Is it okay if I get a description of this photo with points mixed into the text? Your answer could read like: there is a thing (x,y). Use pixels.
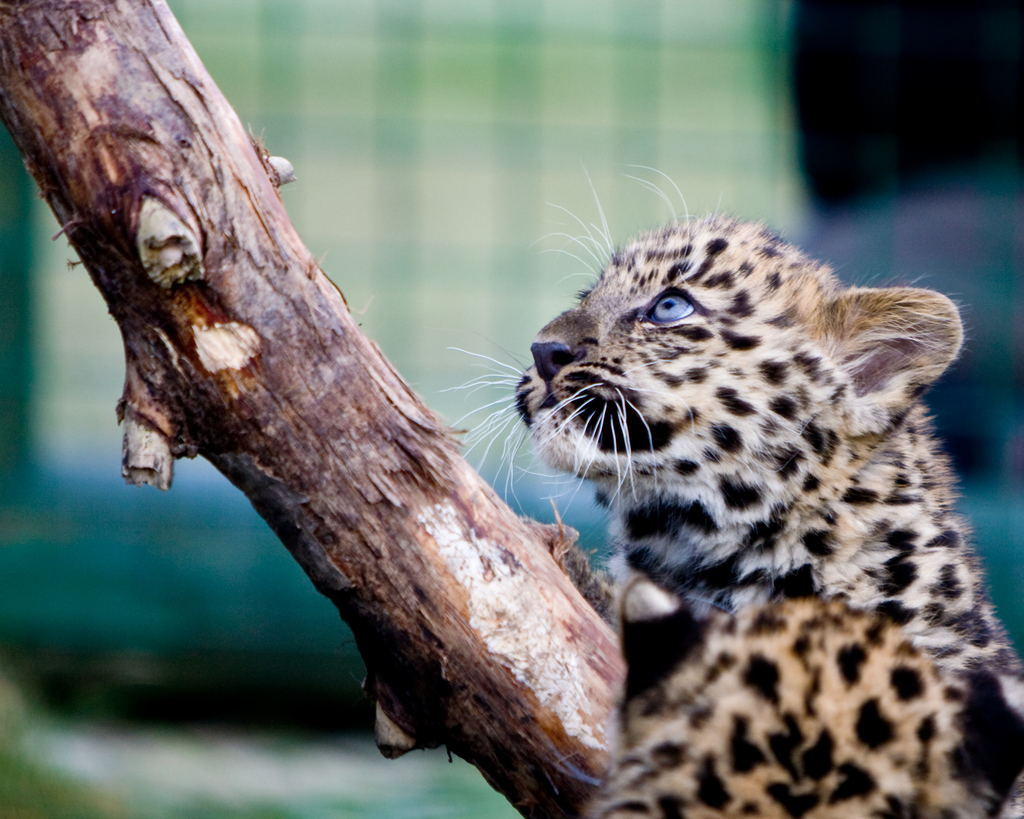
In this image we can see an animal (789,519) on the right most of the image (810,559). There is a tree trunk (332,444) in the image.
